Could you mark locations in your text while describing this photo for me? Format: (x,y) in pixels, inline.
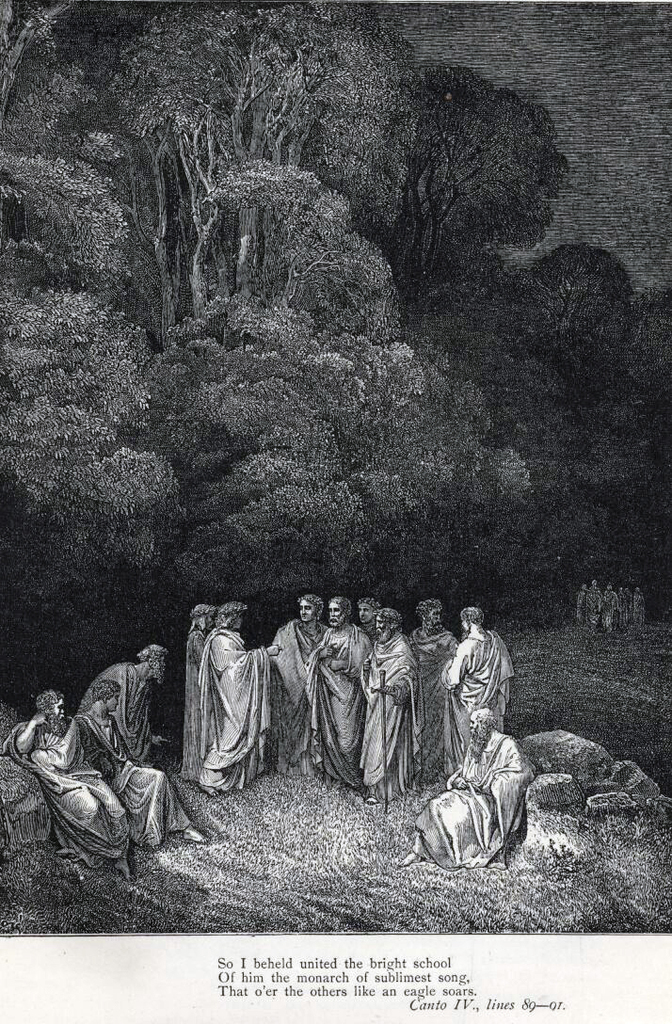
This is a black and white picture. There are few people (229,721) standing and few are sitting on the ground (249,809). In the background (226,322) there are trees (561,608), few people (609,593) and sky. At the bottom (305,988) there is text (323,995) written on it.
